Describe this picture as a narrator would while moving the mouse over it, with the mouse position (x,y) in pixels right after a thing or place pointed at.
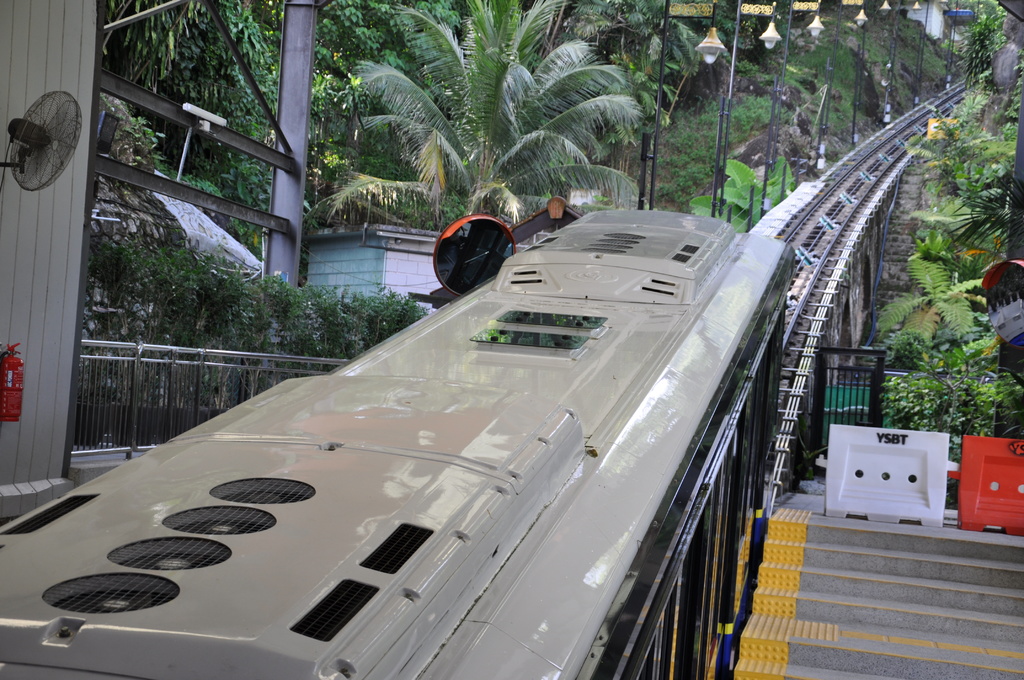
In this picture there is a train (535,411) on the railway track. On the left side of the image (279,198) there are buildings (49,263) and poles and there is a fan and fire extinguisher (11,377) on the wall (40,411) and there is a railing (123,346). On the right side of the image (901,612) there are objects (845,500) and there is a staircase (939,642). At the back (433,204) there are trees (420,206).
